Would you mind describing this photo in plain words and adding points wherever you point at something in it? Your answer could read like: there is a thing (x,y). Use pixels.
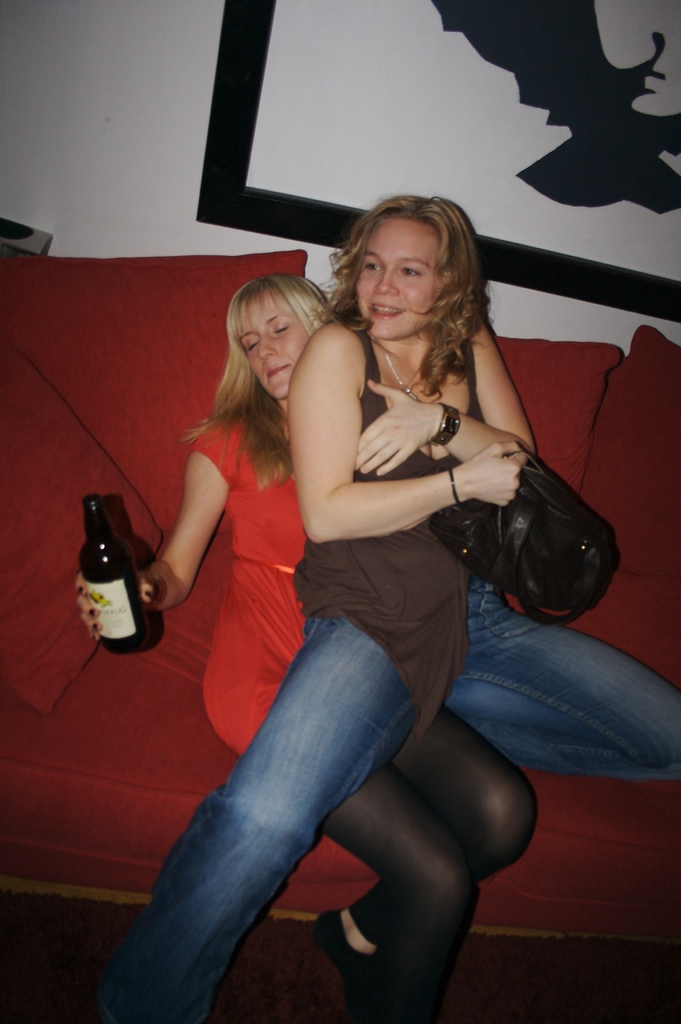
This image consists of two women (364,488) sitting on a sofa (133,715). The woman (421,557) wearing a brown colour dress (421,557) is sitting on the lap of the woman (276,554) behind her. The sofa (138,433) is red in colour. In the background (176,107) there is a wall (177,81) with the painting (523,90). The woman (229,517) in the red colour dress (255,576) is holding bottle (114,574) in her hand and the woman (407,545) wearing a brown colour dress (433,569) is holding a black colour bag (532,541).
